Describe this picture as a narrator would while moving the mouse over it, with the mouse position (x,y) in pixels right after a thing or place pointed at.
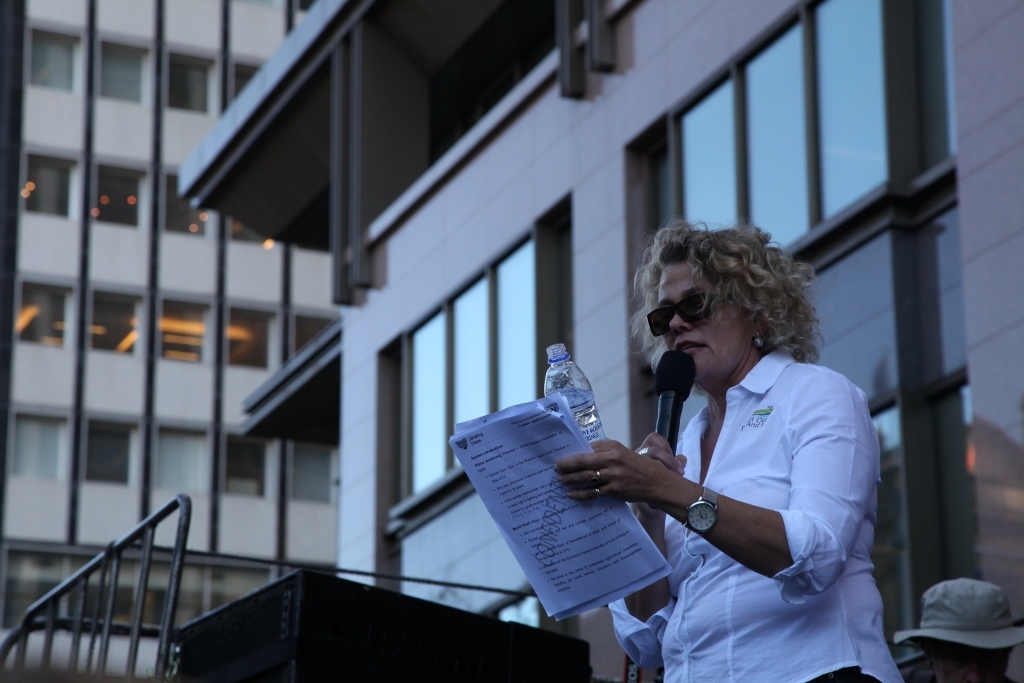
This picture is clicked in the city (852,204). Woman (836,577) standing on the right bottom of the picture (705,564) is holding papers (584,507) in her hands (584,476). She is even holding water bottle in her hands (619,456) and she is wearing goggles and watch (716,496). She is holding microphone (680,366) and talking on it. Behind her, we see a person (935,609) wearing cap (967,626). To the left of her, we see a table (417,604) and behind her, we see a building (651,132) and to the left (104,196) of the picture we see building (130,339) with many windows (125,344).
